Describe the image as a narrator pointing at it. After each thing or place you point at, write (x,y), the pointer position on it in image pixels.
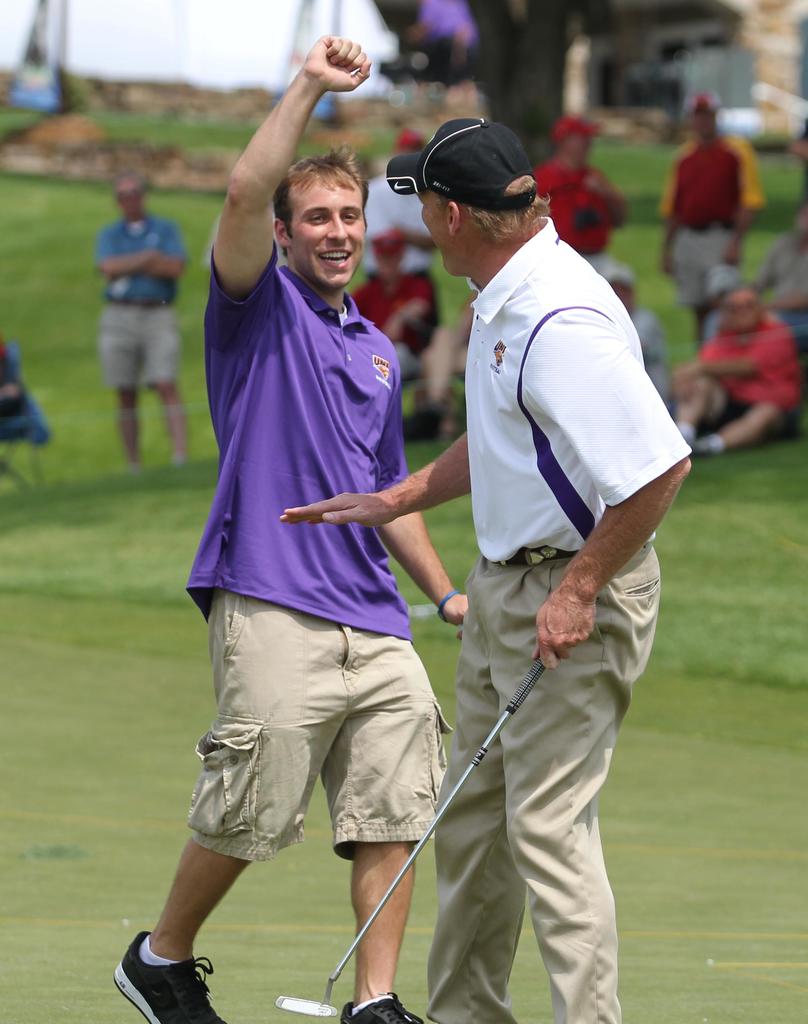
In this image, we can see persons (156,345) wearing clothes (291,480). The person (533,505) who is in the middle of the image (489,632) wearing a hat (469,170) and holding a stick (380,909) with his hand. In the background (147,125), image is blurred.
